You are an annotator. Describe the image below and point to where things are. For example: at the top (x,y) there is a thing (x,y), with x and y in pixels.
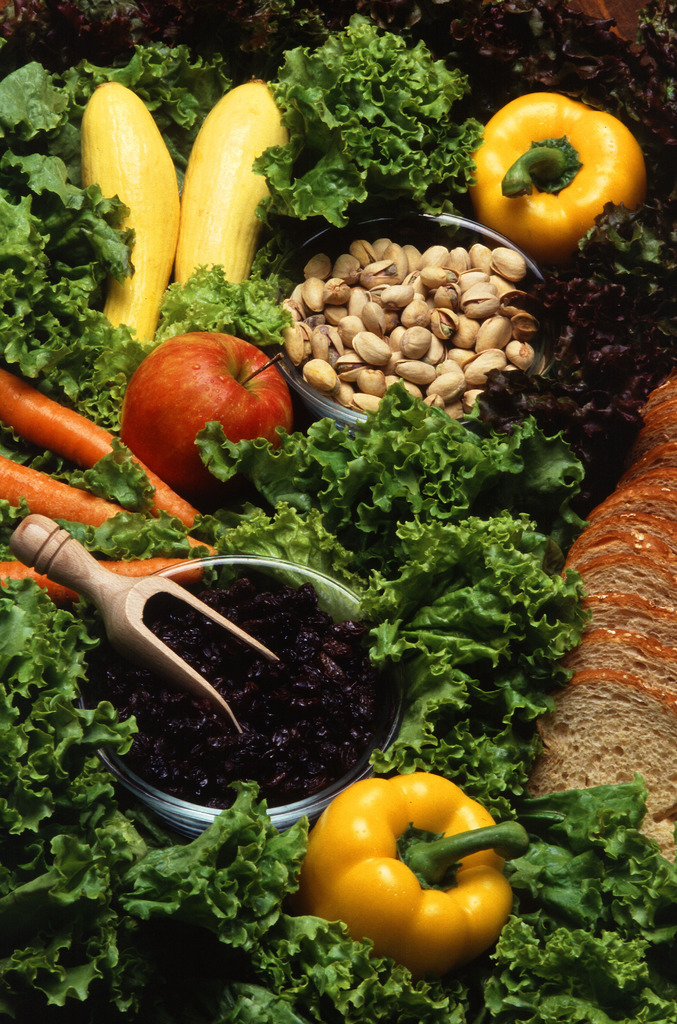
In this image there are vegetables (471,630) like capsicum (412,915), carrot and an apple (190,440). In the middle (342,679) there are raisins (257,713) in the glass bowl (263,697). In the bowl (210,632) there is a wooden spoon (124,594). On the right side (457,287) there are pista seeds (418,277) in the bowl (418,246).
